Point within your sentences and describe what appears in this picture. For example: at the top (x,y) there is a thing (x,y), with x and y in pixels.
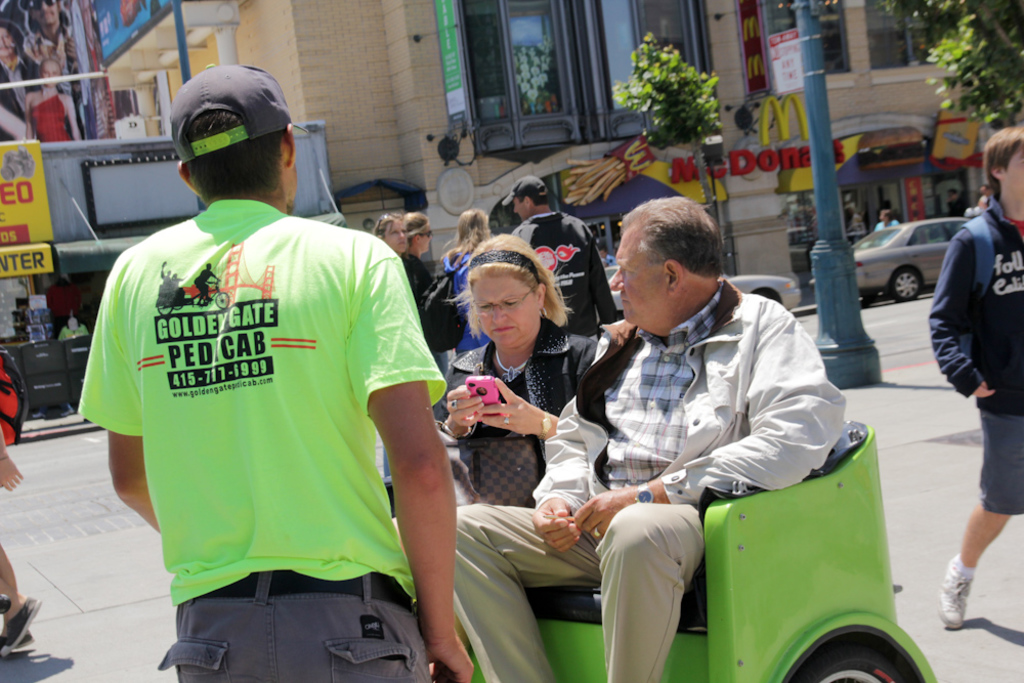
In this image we can see many people (290,348). Some are wearing caps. There are two persons (641,410) sitting on a vehicle (730,593). One lady (476,418) is holding a mobile (481,392). In the back (690,107) we can see trees (690,107). Also there are buildings (393,66) with windows (612,50). And there are banners (22,26). Also there are vehicles (881,252).
